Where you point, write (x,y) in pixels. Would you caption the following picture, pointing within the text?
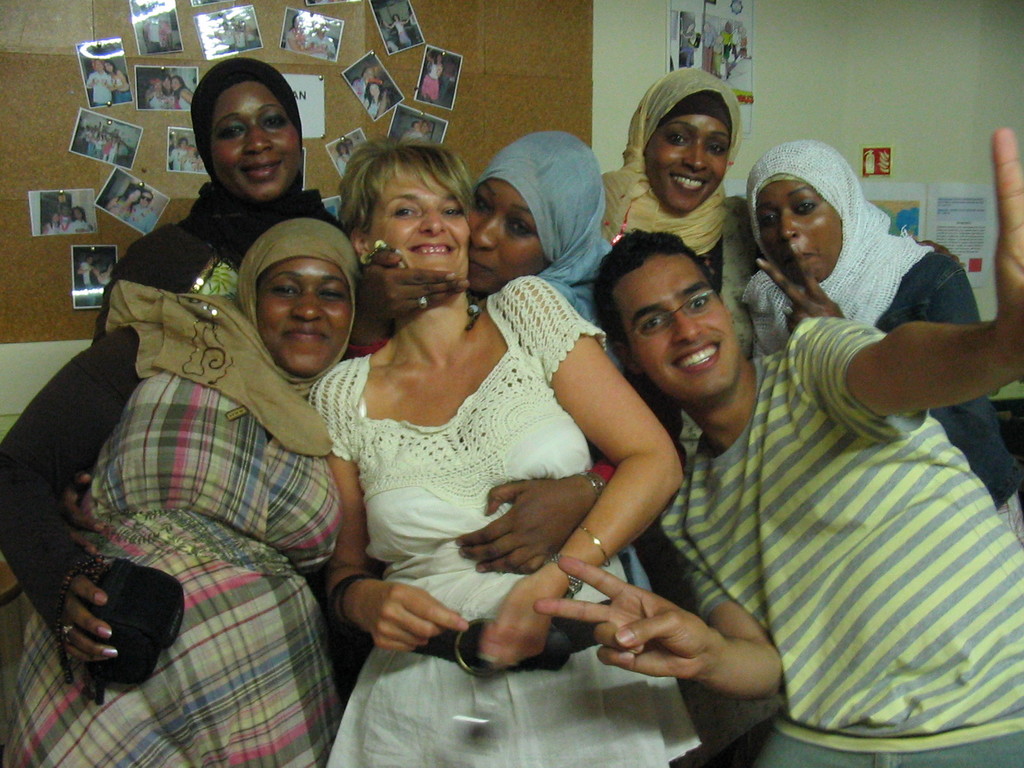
In this picture I can see in the middle (606,434) a woman (427,482) is standing and smiling, she wore white color dress (494,463). On the right side (946,437) a man (838,519) is raising his two hands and smiling, he wore t-shirt (835,502). Beside him there are women (105,496) smiling, behind them there are photographs (344,166) on the wall (12,364).
